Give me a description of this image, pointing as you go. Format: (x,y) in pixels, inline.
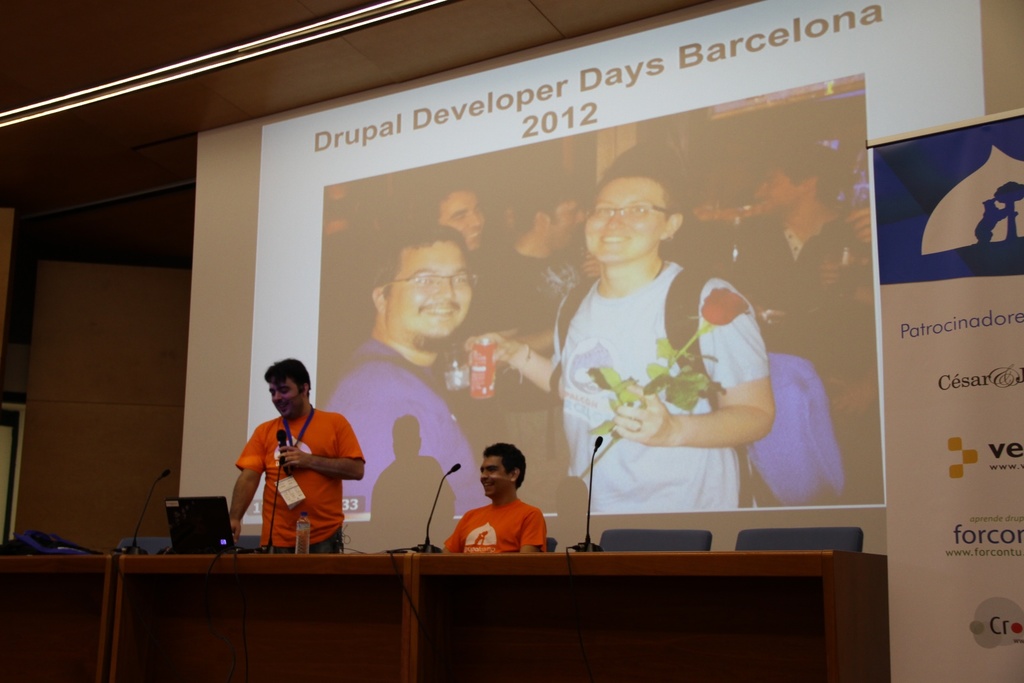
In this picture we can see two men (344,469) where one is sitting on chair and other is holding mic (285,432) in his hand (292,457) and standing and they are smiling and in front of them on table (504,572) we have bottle (310,545), laptops (176,524), mics (146,508) and in background (341,292) we can see screen (689,276), banner (961,239), wall (97,354).
